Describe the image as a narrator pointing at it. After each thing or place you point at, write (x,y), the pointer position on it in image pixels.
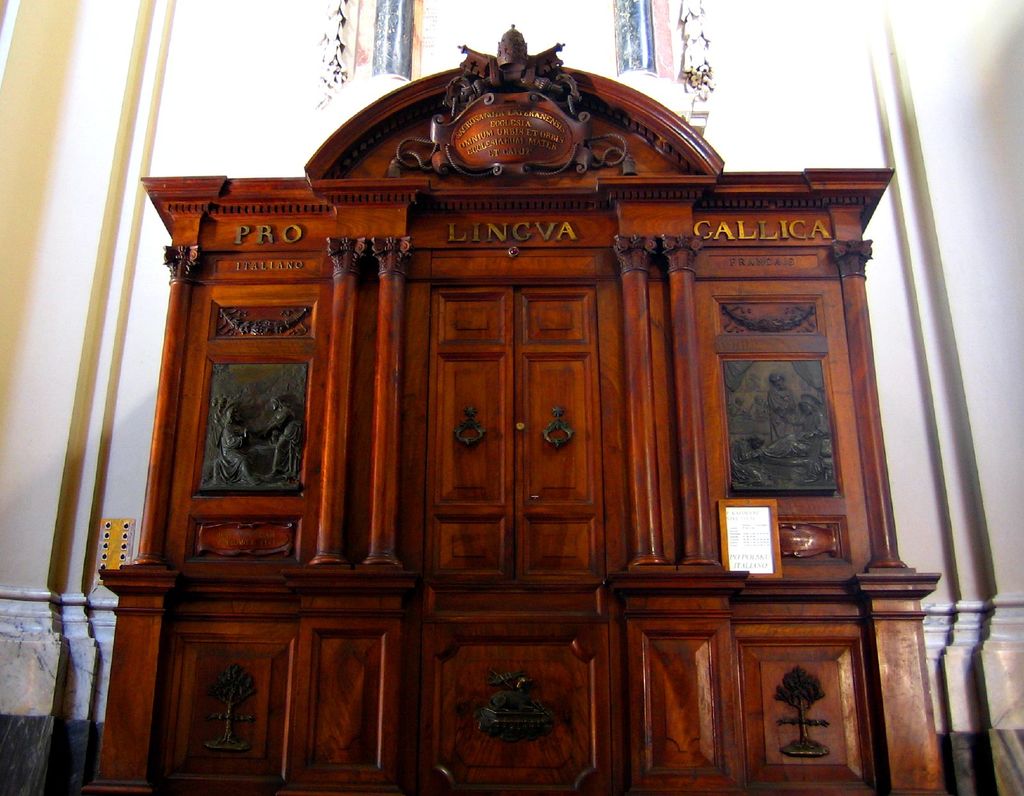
In this image in the front (562,414) there is a cupboard (410,556) with some text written on it. In the background (159,143) there is a wall (833,147).
